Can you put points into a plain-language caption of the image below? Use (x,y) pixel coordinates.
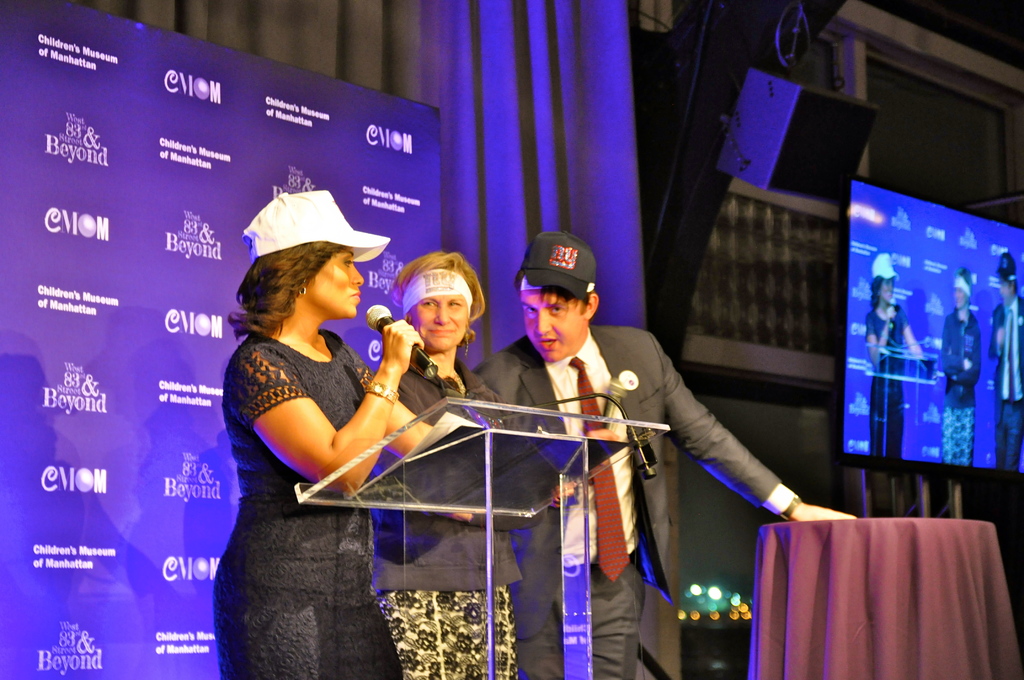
In the picture I can see two women (379,441) and a man (554,385) standing on the floor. The woman (331,376) on the left side (330,395) and the man (661,413) on the right side (684,423) are holding microphones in hands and wearing hats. In the background (717,340) I can see a banner (212,435), curtains (493,292), a TV (984,461) and some other objects (899,544). I can also see a podium (527,515).
